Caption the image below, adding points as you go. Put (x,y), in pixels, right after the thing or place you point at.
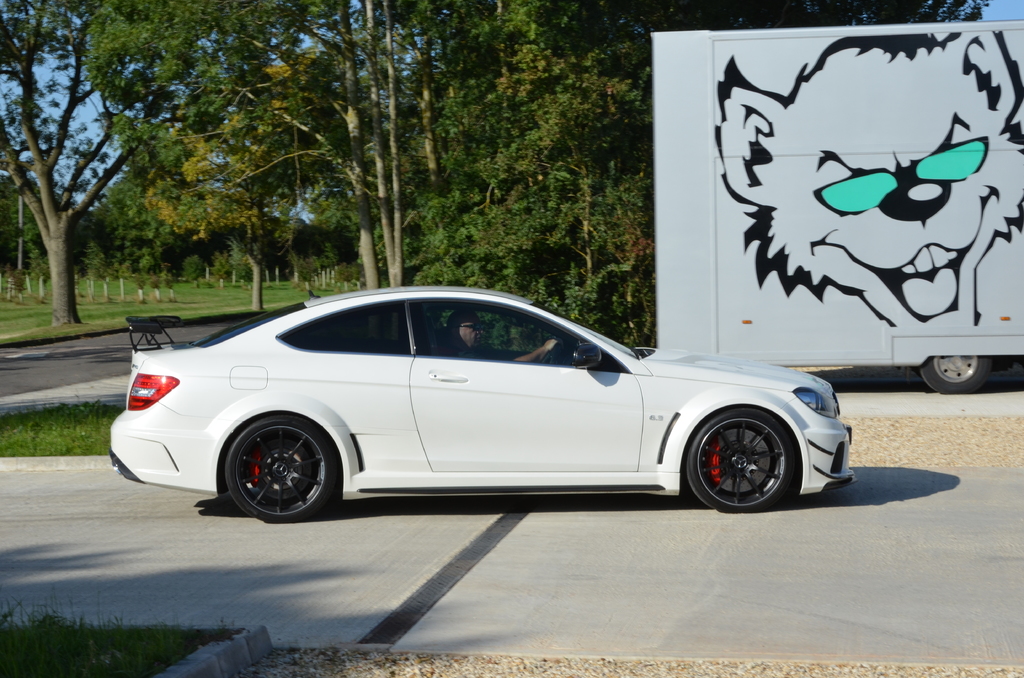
In this image I can see few roads (969,412) in the front (830,578) and on it I can see two vehicles (481,373). In the background (41,317) I can see an open grass ground (58,334), number of trees (311,228), a black colour thing (132,341) and the sky (79,90).
